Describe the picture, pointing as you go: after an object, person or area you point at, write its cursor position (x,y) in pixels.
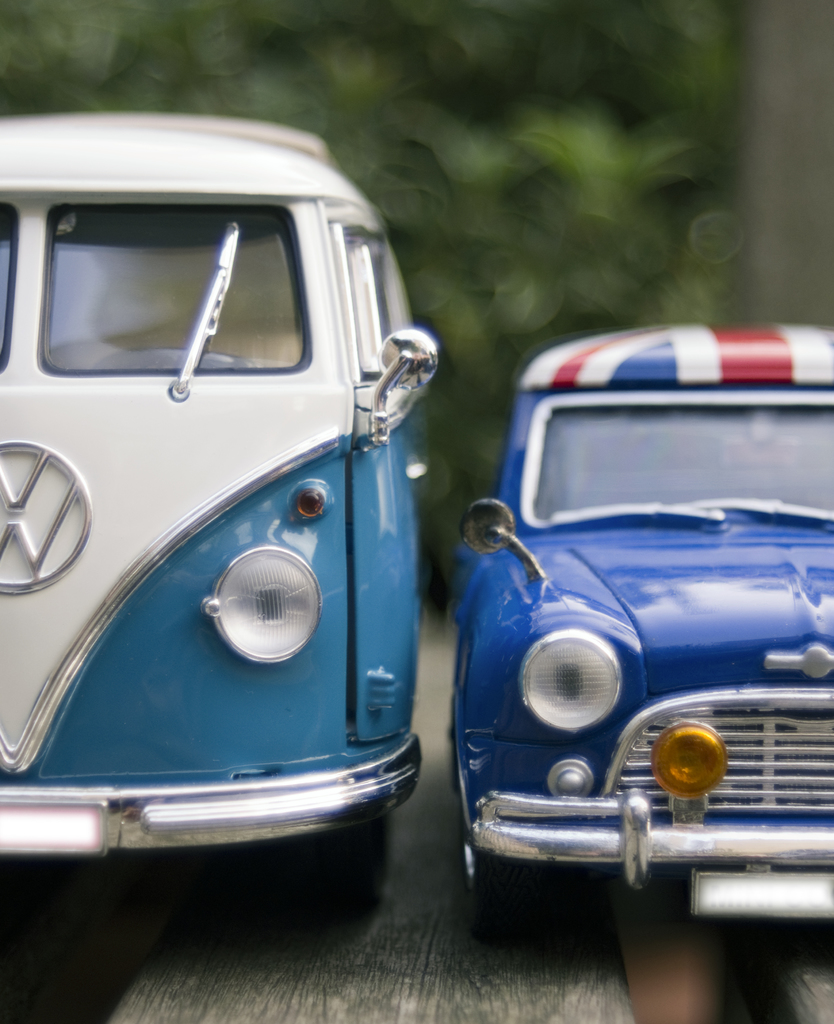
In the picture I can see a blue color car (622,669) on the right side of the image (662,777) and a van (222,584) on the left side of the image (190,625). Here we can see the wooden surface (502,997). The background of the image (77,55) is blurred, which is in green color.
